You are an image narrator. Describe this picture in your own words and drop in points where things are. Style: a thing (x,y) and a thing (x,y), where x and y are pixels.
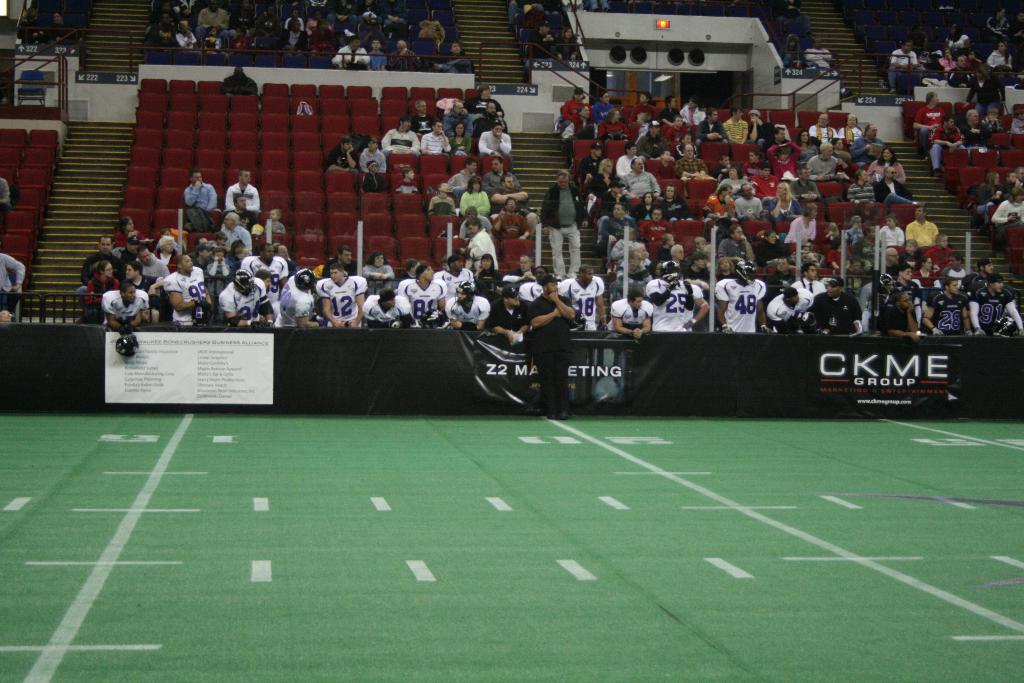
In the background of the image (383,281) there are people (941,143) sitting on chairs (306,157), few of them are standing. There is a black color banner (451,350) with some text (191,374). At the bottom of the image (180,515) there is a green color floor (317,641).
